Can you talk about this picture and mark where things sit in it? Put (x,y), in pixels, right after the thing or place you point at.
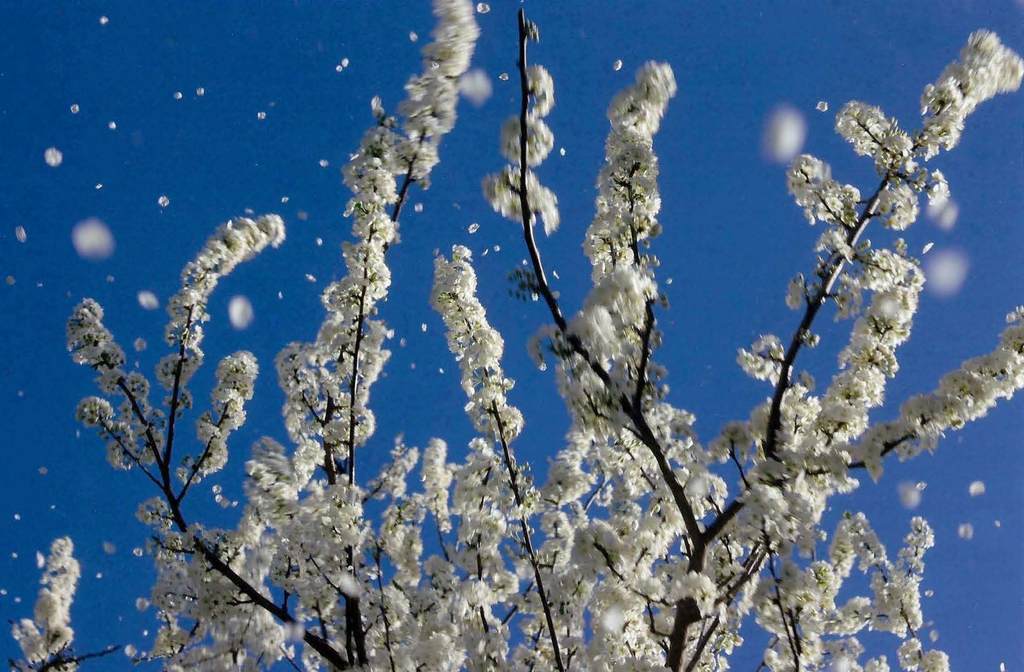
In this image I can see the flowers (327,561). In the background (282,146), I can see the sky (216,73).
